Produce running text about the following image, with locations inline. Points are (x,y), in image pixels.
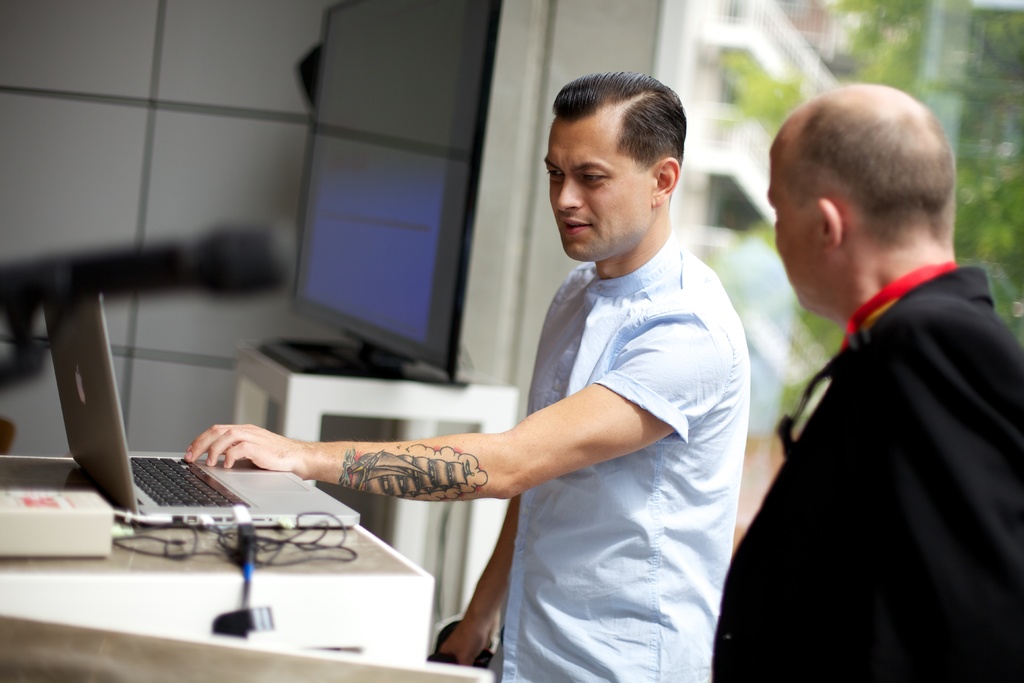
On the left side (272,642) there is a table (401,581), on that table (403,584) there is a laptop (292,514) and wires (245,558), on the right side (795,546) there are two men (756,535) standing, in the background (590,25) there is a wall (516,122) and trees (958,112).
